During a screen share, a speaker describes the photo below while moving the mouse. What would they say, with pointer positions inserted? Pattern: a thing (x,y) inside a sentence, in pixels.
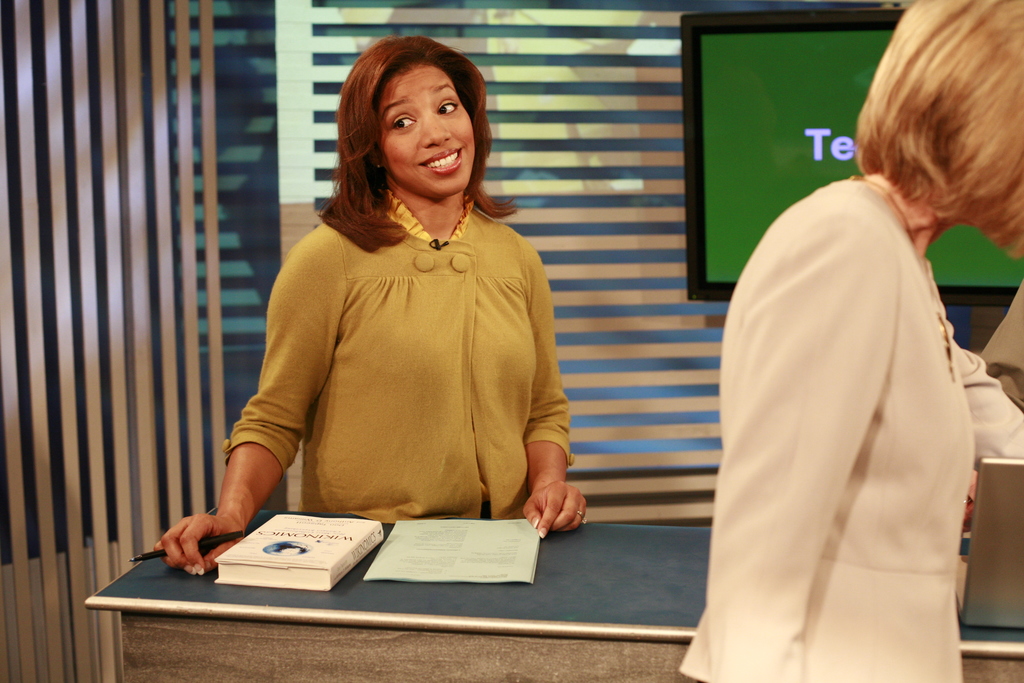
A lady (381,307) in yellow dress (462,321) is standing and smiling, holding a pen (205,546). In front of her there is a table (496,597). On the table (372,564) there is a book (300,563) and some papers (488,559). In the background (278,159) there is a wall (521,139) and a television (709,176) is there. And in the front (853,292) there is a lady (917,378) wearing a white dress (847,480) is walking.
